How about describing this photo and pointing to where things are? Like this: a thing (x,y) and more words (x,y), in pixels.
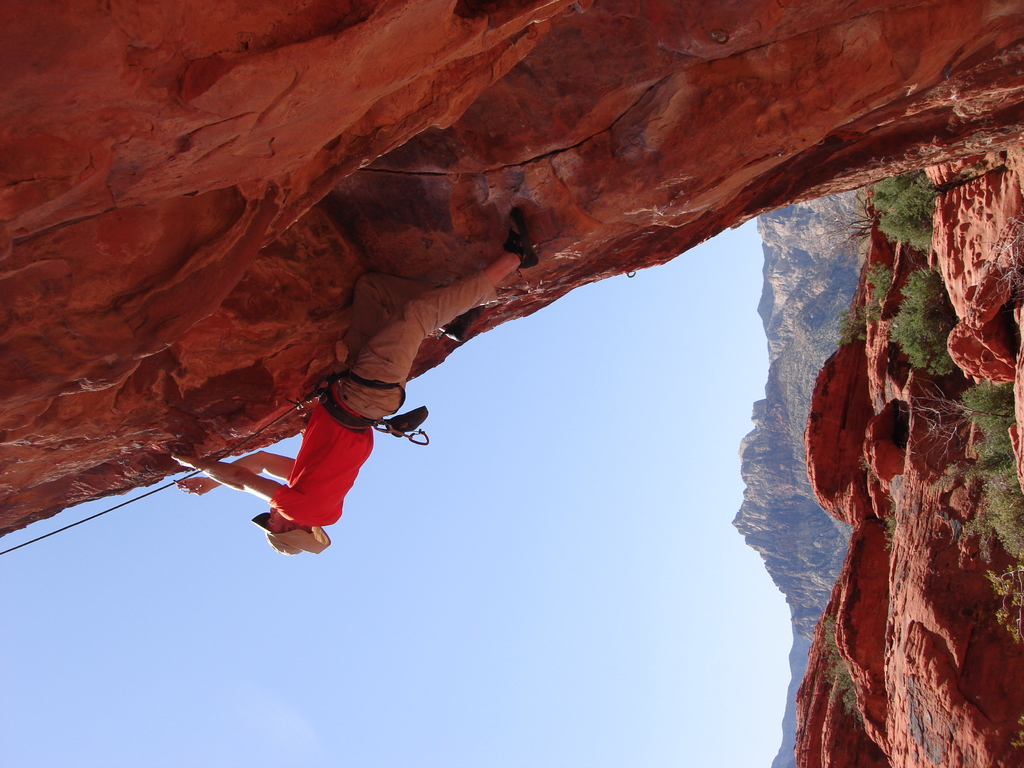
In this image, I can see the man (292,475) holding the rope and climbing the hill (106,446). He wore a hat (292,541), red T-shirt (321,440), trouser (404,344) and shoes (520,246). These are the small trees (888,205).
